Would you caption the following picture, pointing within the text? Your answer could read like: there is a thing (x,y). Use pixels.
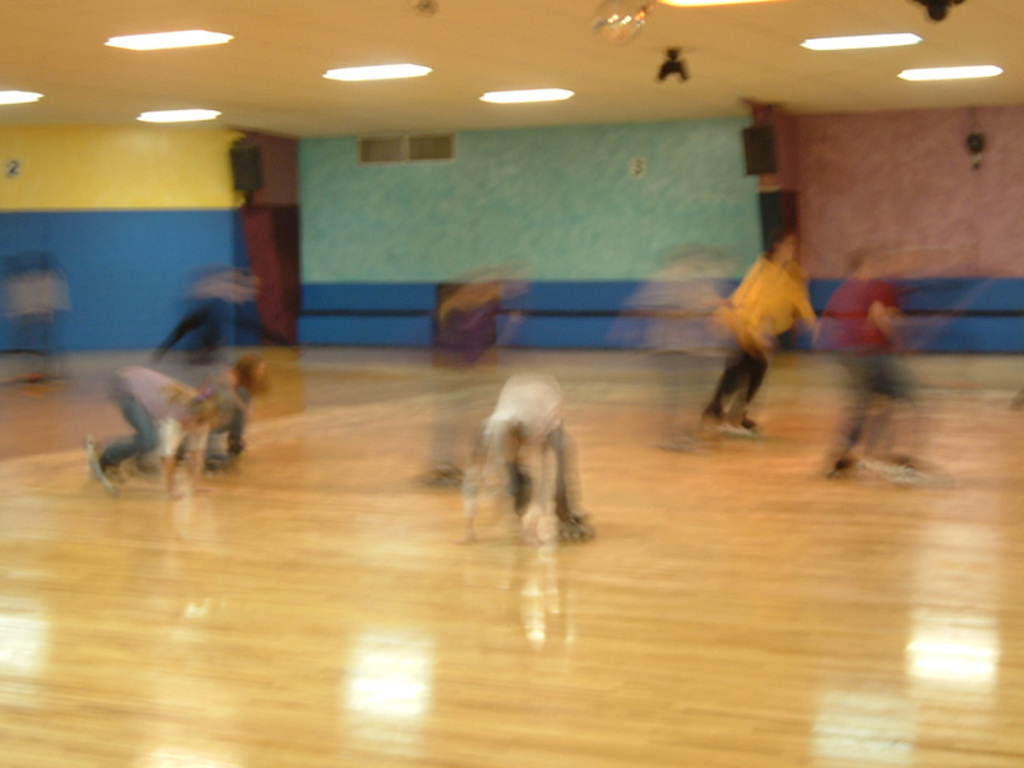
Here in this picture we can see some people (873,336) skating on the floor (192,533) and we can see lights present on the roof (368,130).
